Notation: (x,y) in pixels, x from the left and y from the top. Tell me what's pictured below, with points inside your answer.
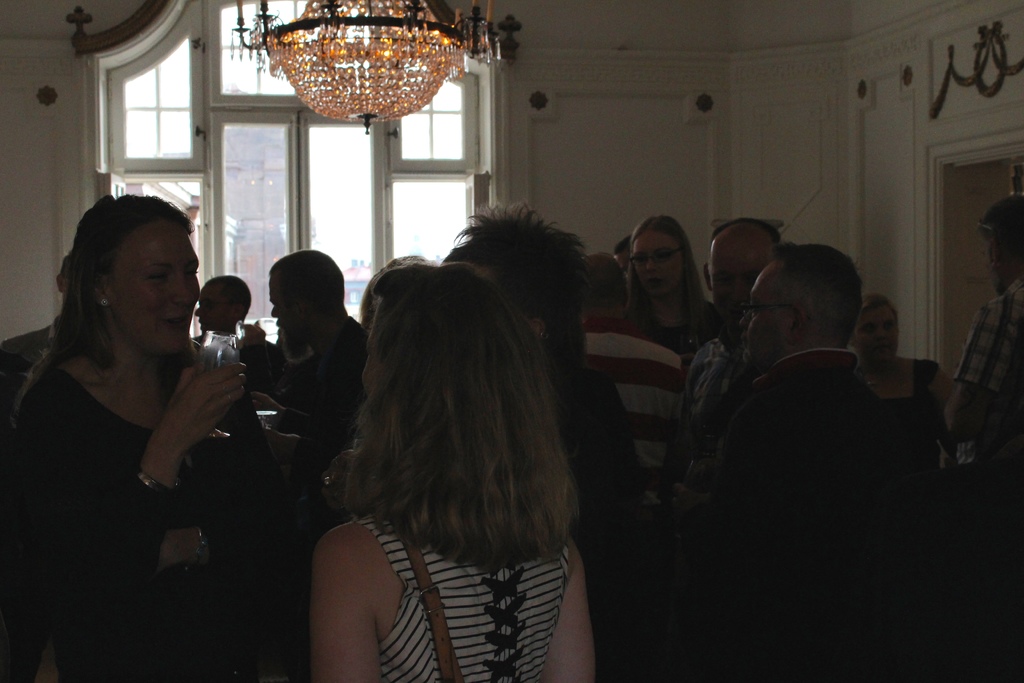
In this picture there are people (140,245). In the background of the image (515,164) we can see wall (540,130), glass window (178,132) and chandelier (295,23), through glass window (353,201) we can see the sky (352,178).
